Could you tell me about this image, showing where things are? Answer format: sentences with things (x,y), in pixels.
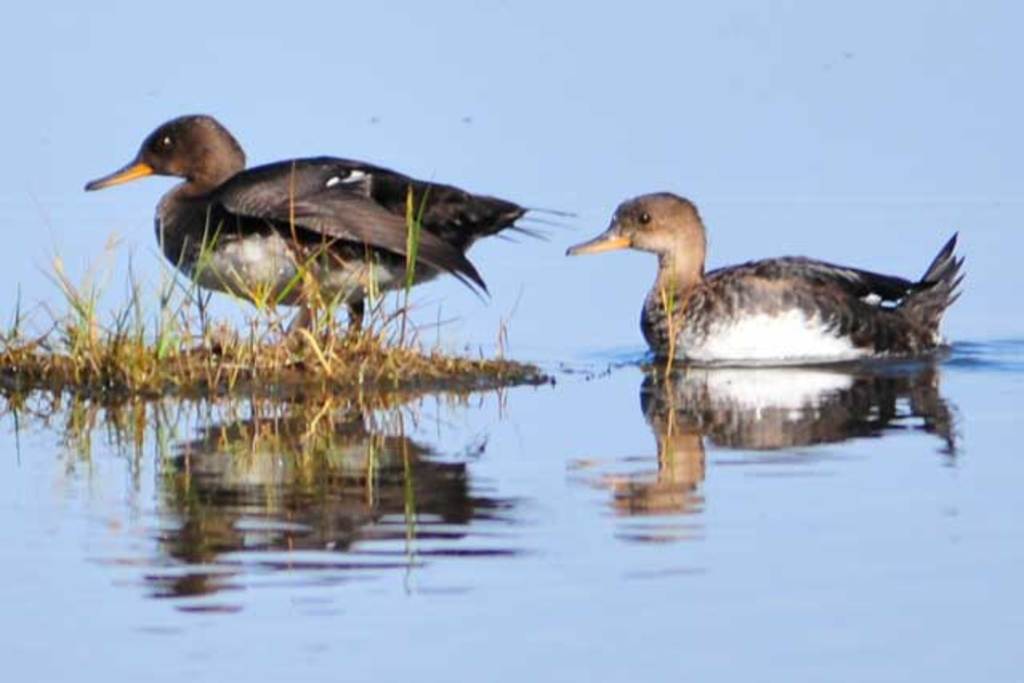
In this image we can see ducks (484,217) in the water (477,314) and on the grass (51,385). At the bottom of the image (519,519) there are some water (338,538). We can see some reflections (369,526) in the water (415,527). At the top of the image (393,22) there is water (411,65).
